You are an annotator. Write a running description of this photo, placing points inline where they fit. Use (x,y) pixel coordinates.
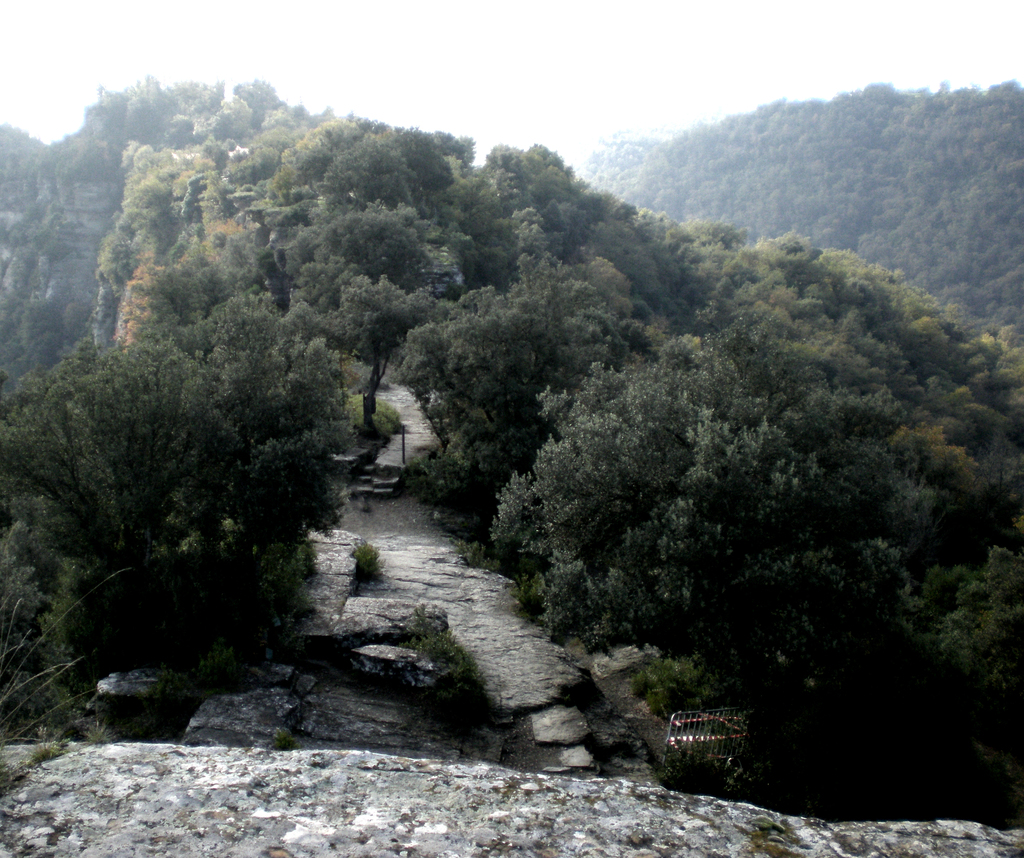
In this image we can see rock hills (11,845), trees (493,463) and the sky (406,105) in the background (662,185).
